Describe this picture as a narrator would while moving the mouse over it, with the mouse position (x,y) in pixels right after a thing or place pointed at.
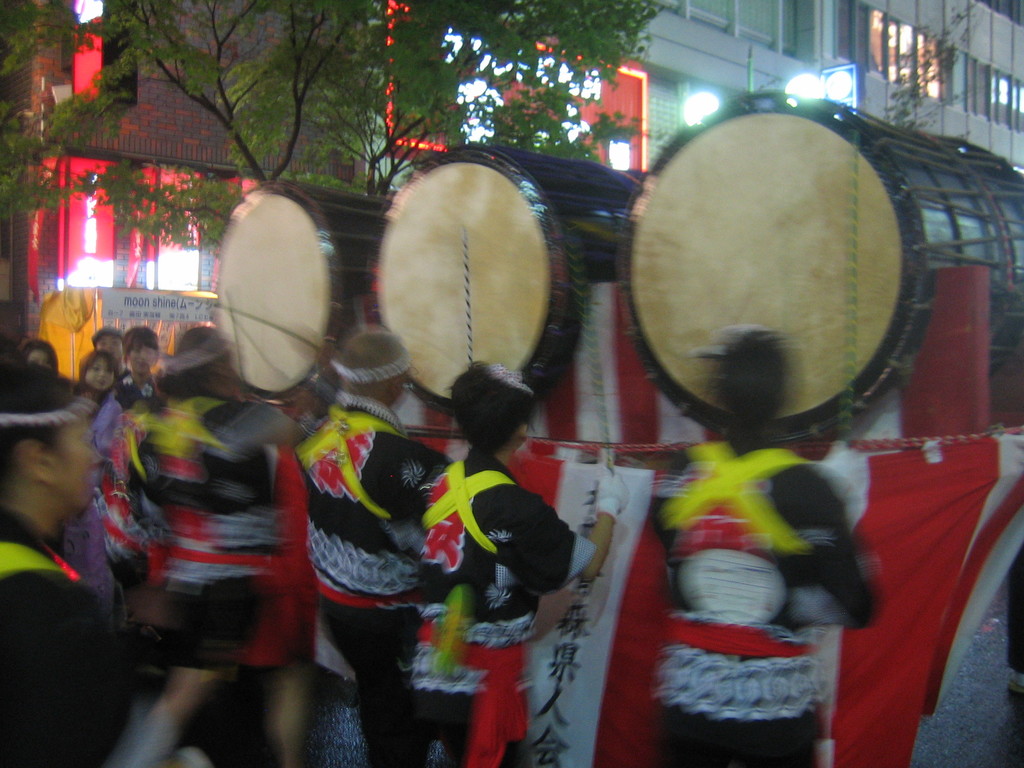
This is a picture taken in the outdoors. There are group of people (423,516) playing the music instrument (517,331). Background of this people (394,348) is a tree (362,103) and building (668,82).
